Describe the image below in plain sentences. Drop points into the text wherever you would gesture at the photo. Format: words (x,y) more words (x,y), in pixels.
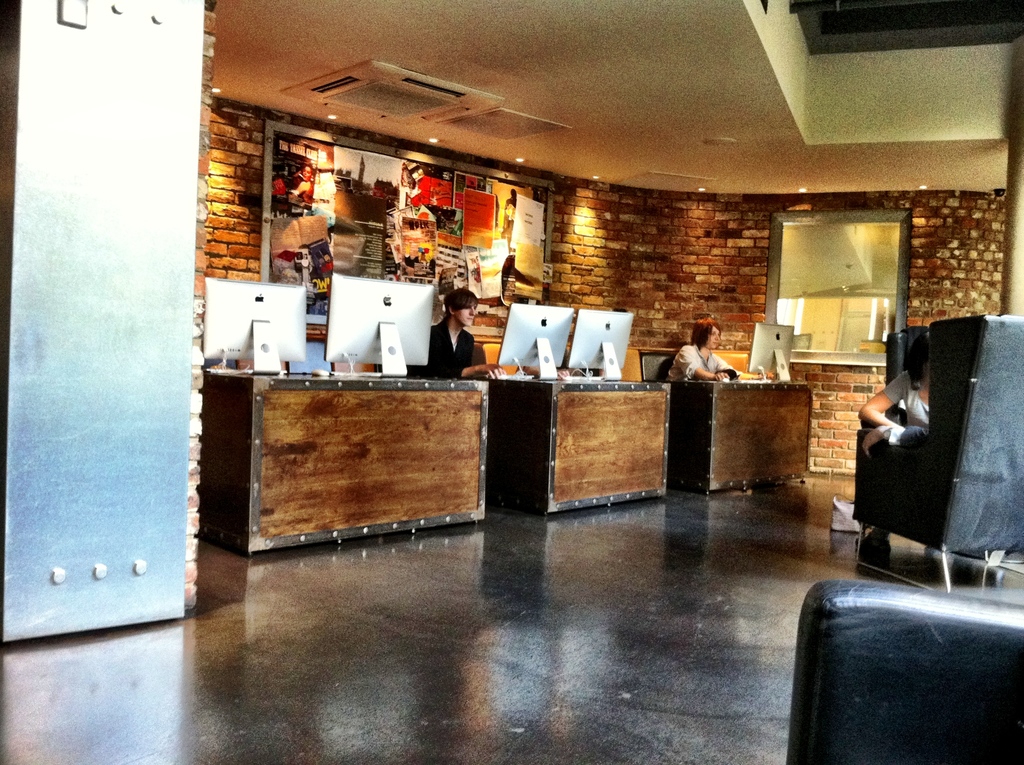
In this image i can see two people (692,375) are sitting on a chair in front of a table (467,412).
